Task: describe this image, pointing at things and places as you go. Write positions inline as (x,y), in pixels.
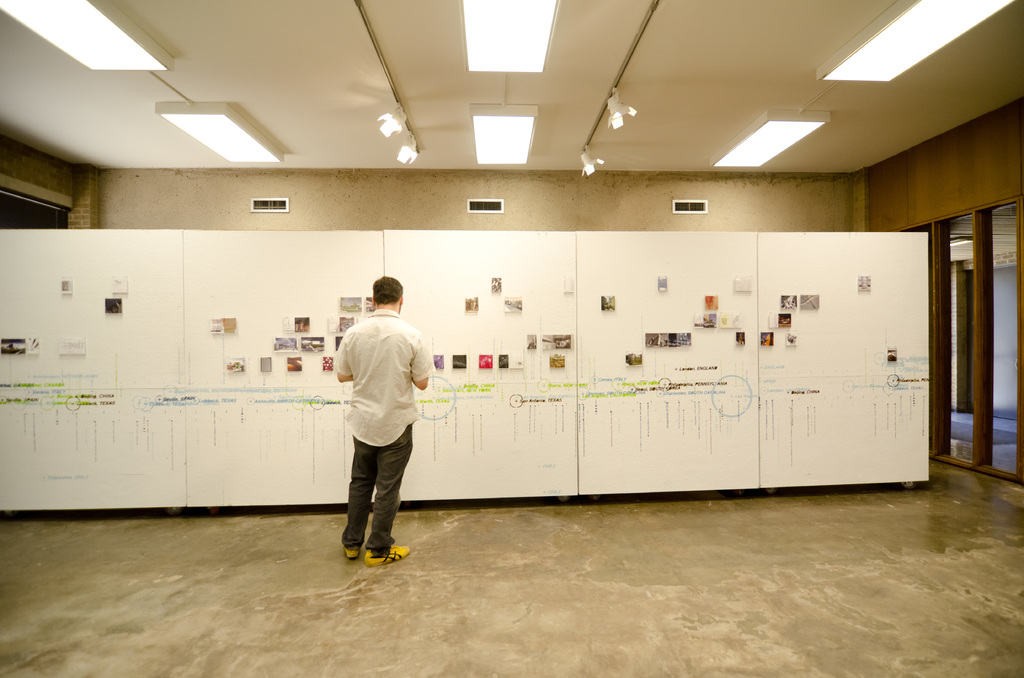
In the center of the image (347,354) we can see a man (352,492) standing and there is a board (716,410). There are papers (791,344) placed on the board (437,411). In the background (464,211) there is a wall (571,206) and a door (967,344). At the top (780,143) there are lights (766,153).
